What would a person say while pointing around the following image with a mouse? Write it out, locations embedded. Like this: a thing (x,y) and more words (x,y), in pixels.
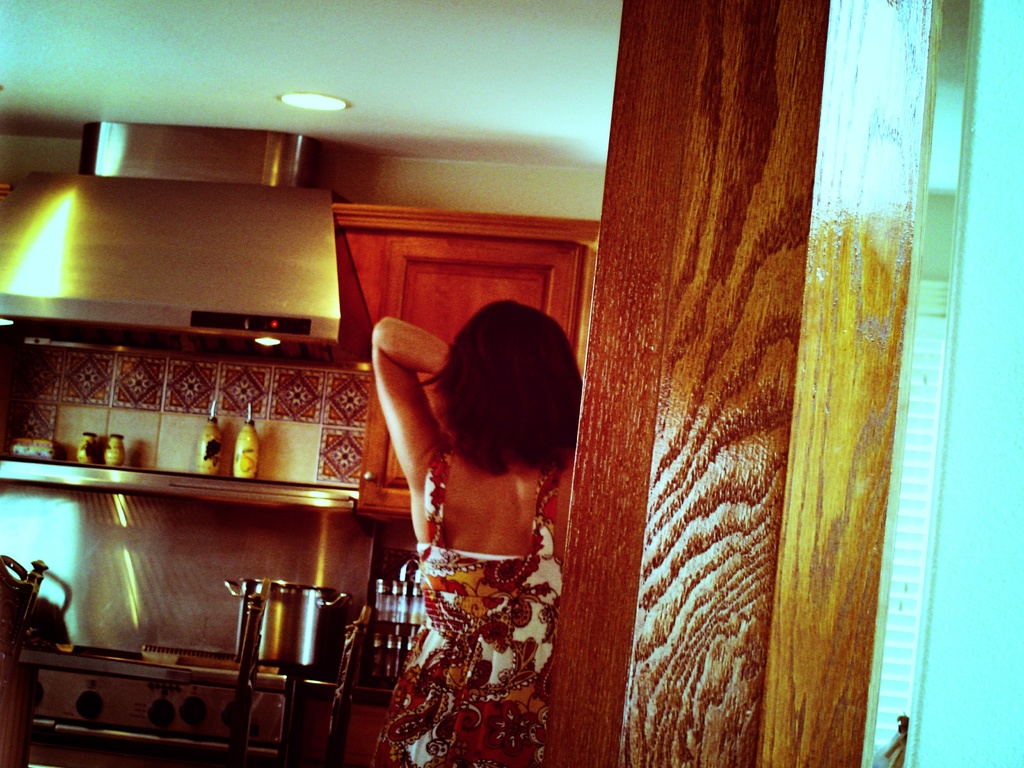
This is an inside view. On the right side (766,260) there is a wooden object (738,524) which seems like a door (849,340). In the middle of the image (509,468) there is a woman (462,482) standing and facing towards the back side (475,490). In front of her there is a table (354,747) on which a stove (157,723), vessel (292,626), bottles (391,612) and some other objects (32,447) are placed. At the top (383,250) there is a cupboard (446,293). At the top of the image (323,100) there is a light (310,101).
